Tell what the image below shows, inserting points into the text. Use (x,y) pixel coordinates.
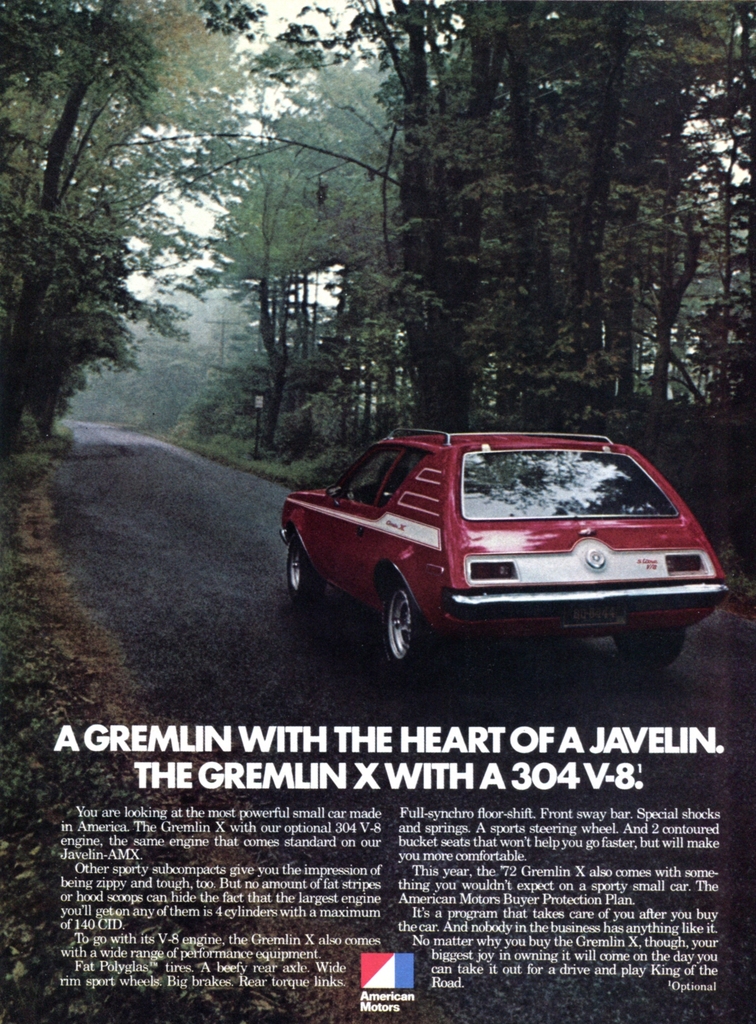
In this picture there is a red car (514,622) which is moving on the roads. In the background (25,322) I can see the forest (309,271) and trees (374,374). At the bottom (226,802) there is a quotation (406,833). In the center (261,454) there is a small sign (259,414) near to the plants (246,438) and grass (263,472). At the top (278,10) there is a sky (284,22).
